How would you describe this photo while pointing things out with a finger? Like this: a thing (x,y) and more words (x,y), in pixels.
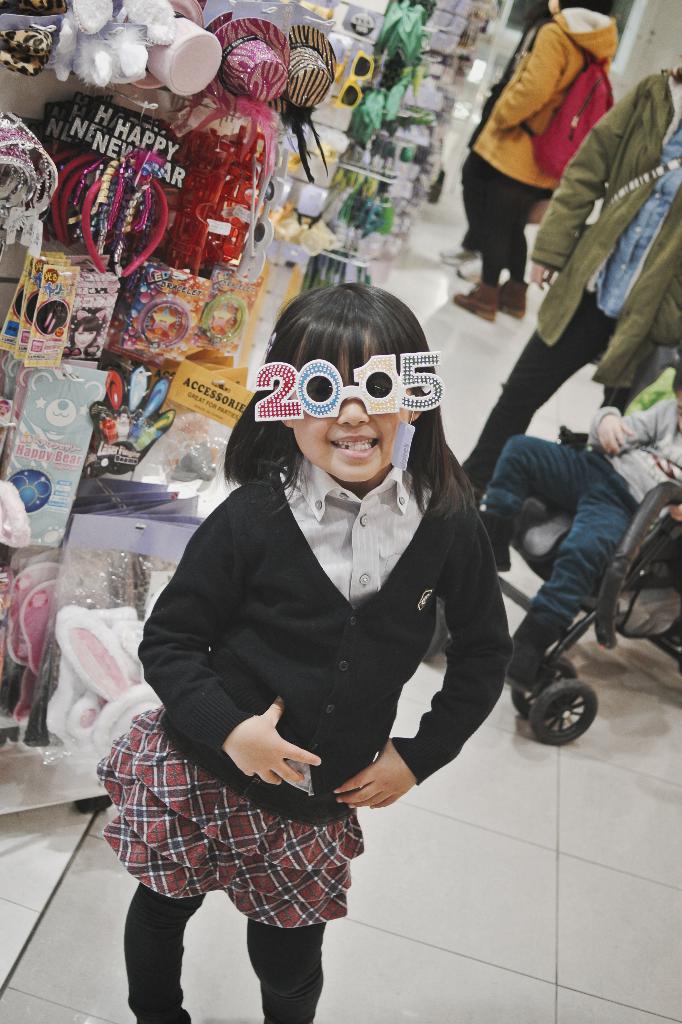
In this picture I can see there is a kid (324,421) standing and wearing spectacles (289,371) and a black coat (335,693) and a skirt (268,844) and in the backdrop (637,420) there are few other people (592,476) standing and there are few hair bands (94,257) and few other items (202,196) on to left (140,292).
